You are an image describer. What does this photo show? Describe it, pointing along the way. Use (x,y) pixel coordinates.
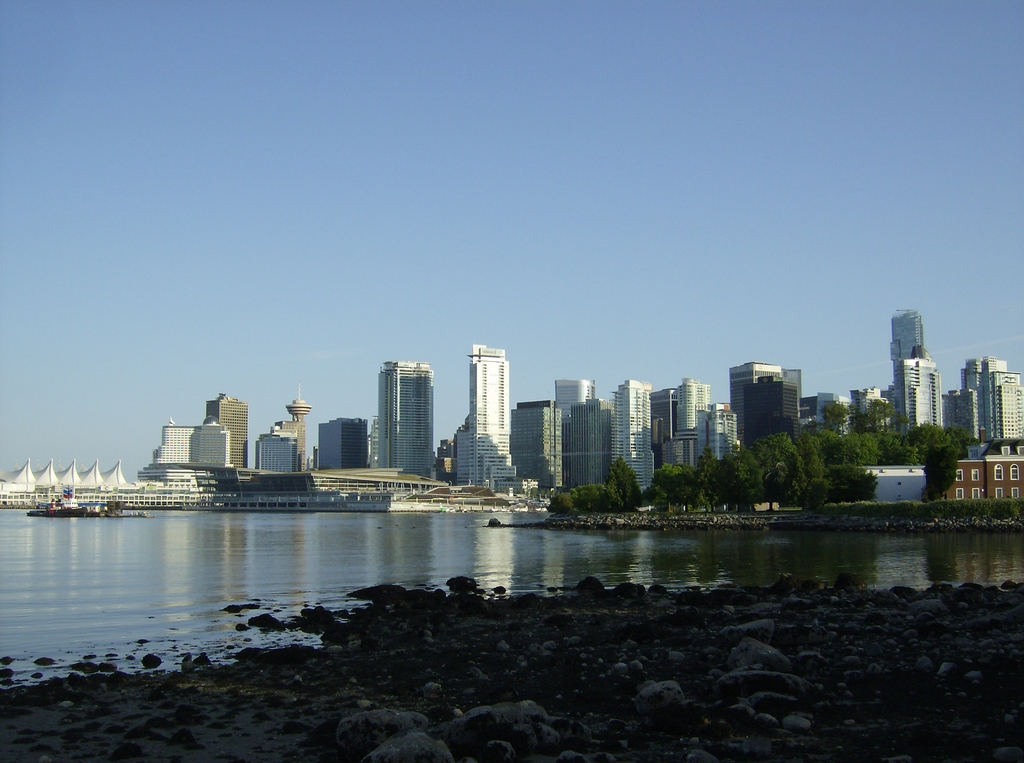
In this image we can see buildings (484,422), trees (686,476). At the top of the image (277,154) there is sky (426,154). At the bottom of the image (556,658) there are stones (523,739). In the center of the image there is water (252,546).
